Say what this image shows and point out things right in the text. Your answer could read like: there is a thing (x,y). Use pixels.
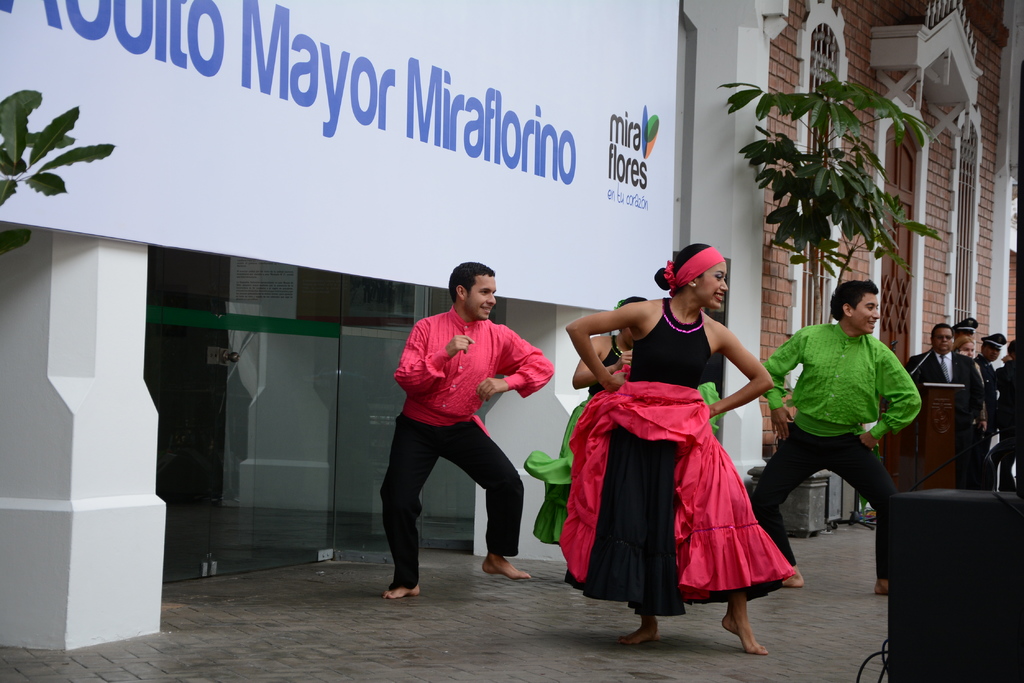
This image consists of a building (747,42) in the middle (394,312). There is a board (460,155) in the middle (433,275). There are some persons (632,416) dancing in the middle (472,361). There is a podium (934,389) and some persons (966,415) are standing on the right side (981,410).
